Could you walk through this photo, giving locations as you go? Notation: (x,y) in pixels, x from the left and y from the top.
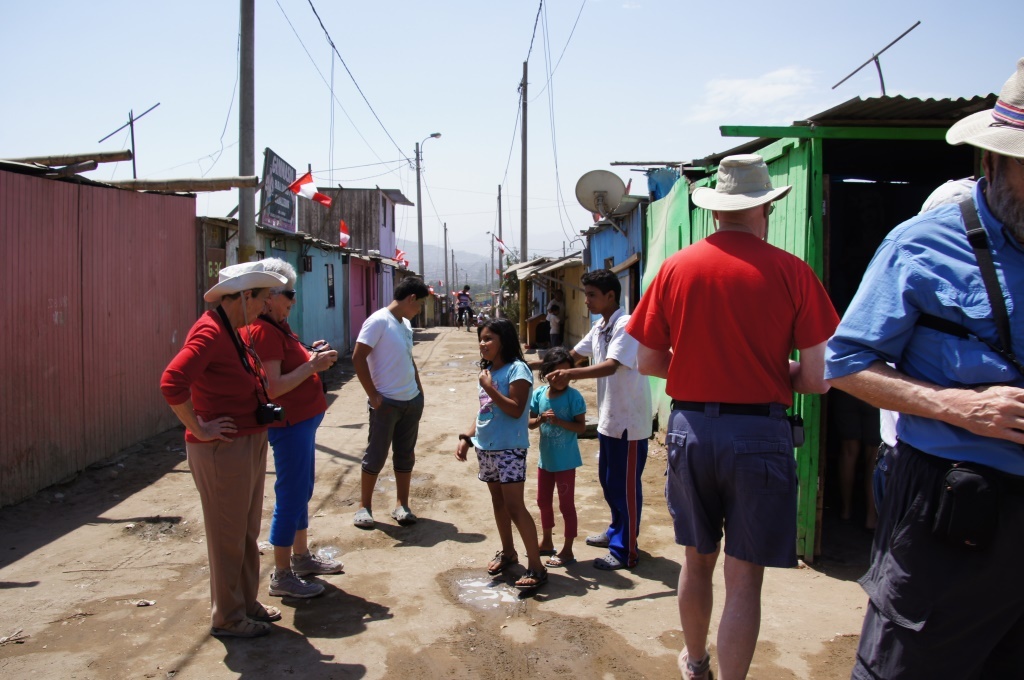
In this image in the front (572,455) there are persons (711,440) standing. In the background (384,297) there are houses (623,240), poles (251,239), flags (405,257). On the left side (292,203) there is a board (286,199) with some text (280,191) written on it and the sky (549,124) is cloudy. In the background (450,286) there are persons (469,310) and there is a mountain (450,251).
